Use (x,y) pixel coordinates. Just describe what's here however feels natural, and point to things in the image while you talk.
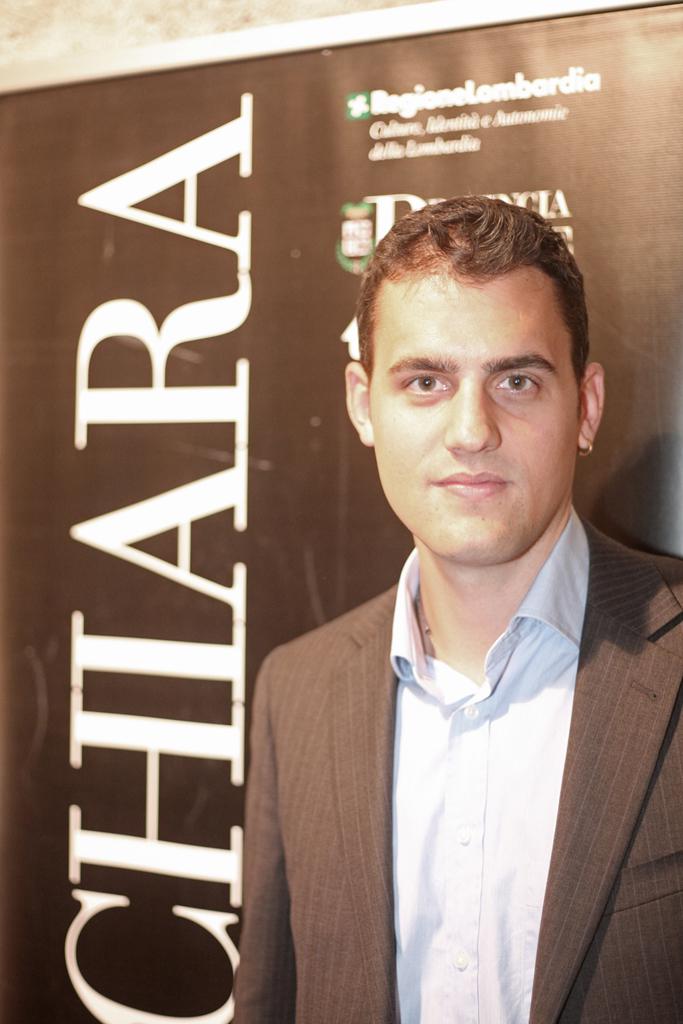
In this picture I can observe a man (398,605) on the right side (463,731). He is wearing coat (604,935). In the background (142,90) I can observe an advertising board (214,243).
